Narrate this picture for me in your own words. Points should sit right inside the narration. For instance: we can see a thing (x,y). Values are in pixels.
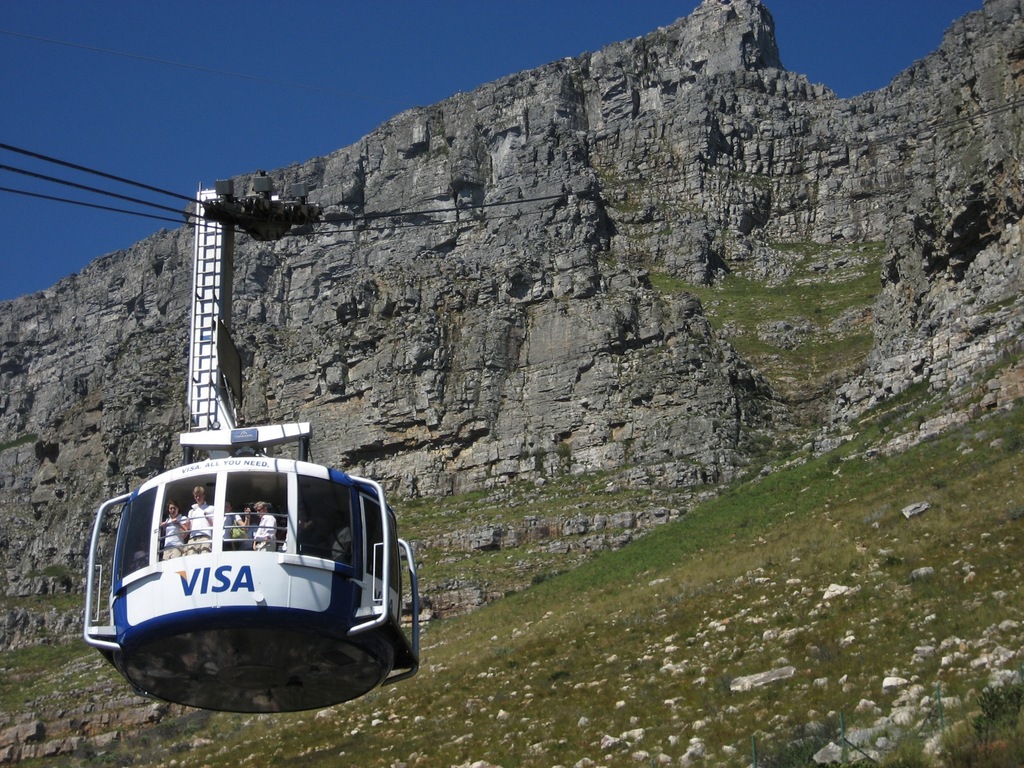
In the picture I can see people (334,544) in a ropeway trolley (321,583). In the background (464,477) I can see a mountain (500,359), the sky (268,67), grass (592,641) and some other objects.
